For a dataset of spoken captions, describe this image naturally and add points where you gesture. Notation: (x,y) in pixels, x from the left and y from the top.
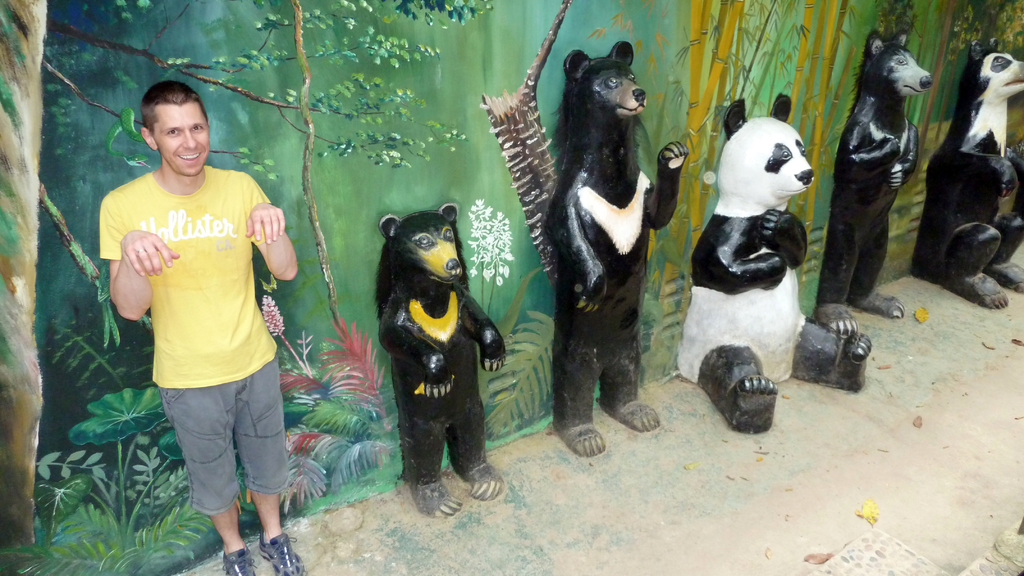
In this image we can see sculptures (724,200) of animals (620,283). There is a painting (507,65) of trees (780,49) and plants (364,423) on the wall (477,134). A person (191,278) is standing in the image.
